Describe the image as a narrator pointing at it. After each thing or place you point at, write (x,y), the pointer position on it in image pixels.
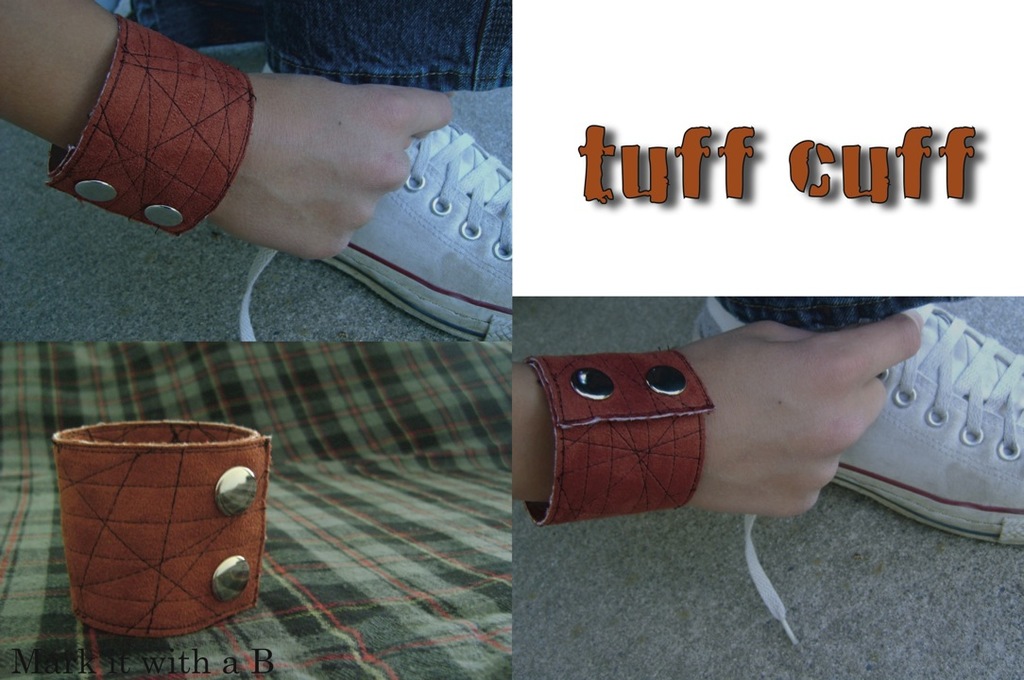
There is a collage image of different pictures. In the first and fourth picture, we can see person hand (285,139) holding a lace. In the second picture, we can see some text (956,151) on the white background (957,167). In the third picture, we can see a wristband (146,456).
